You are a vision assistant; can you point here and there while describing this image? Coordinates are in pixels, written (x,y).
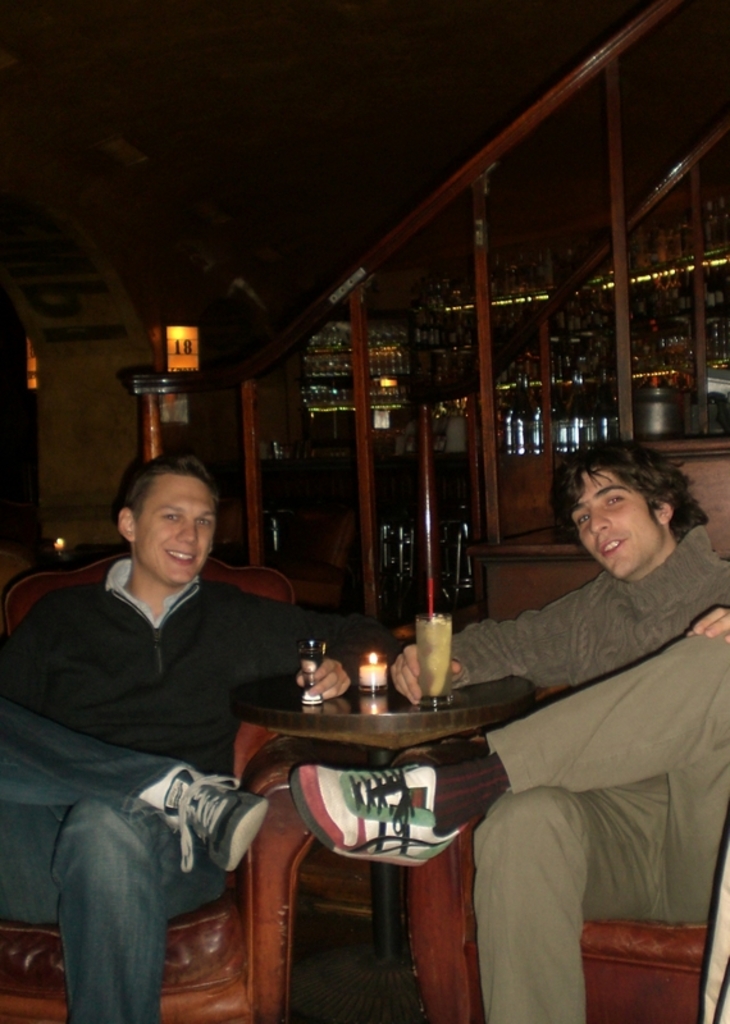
This picture describe about the in side view of a bar (574,301) in which two boys (167,754) are sitting on the chair (424,748) and between them a round table (400,716) with candle (384,687) place on it. And right side boy (475,648) holding a glass (429,672) of beer (421,664) in the hand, behind we can see number of beer bottle (521,374) in the rack (335,378) and arch design wall (6,220) in the left (35,209).
